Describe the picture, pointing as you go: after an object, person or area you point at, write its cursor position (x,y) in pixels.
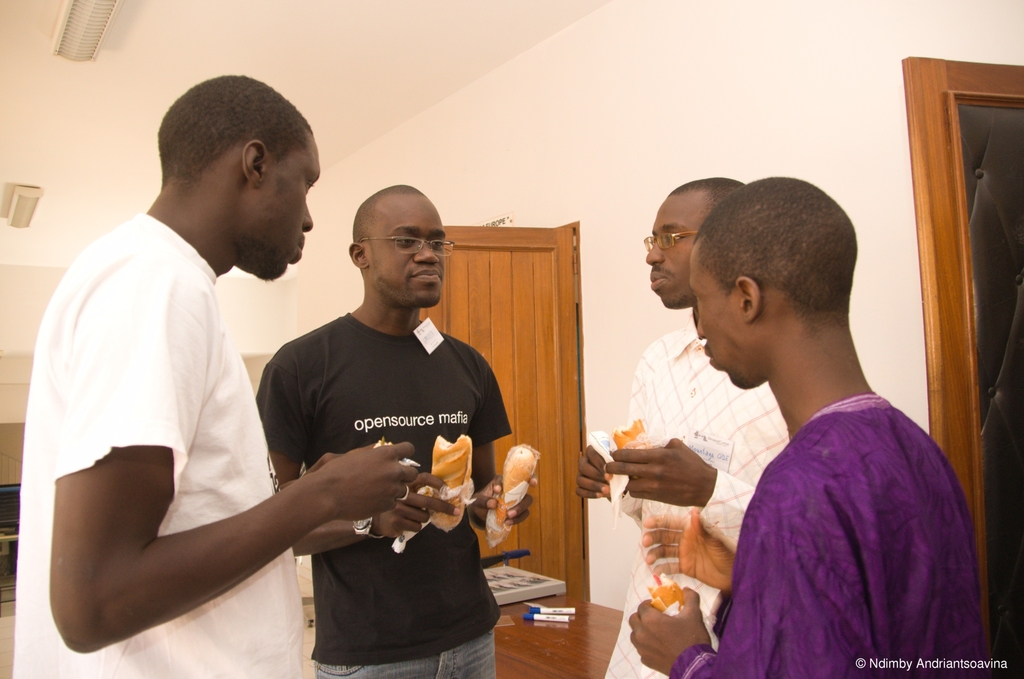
In this picture we can see people (285,619), they are holding food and in the background (313,43) we can see a table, sketch pens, wall (634,22), roof (326,37), tube lights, door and some objects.
